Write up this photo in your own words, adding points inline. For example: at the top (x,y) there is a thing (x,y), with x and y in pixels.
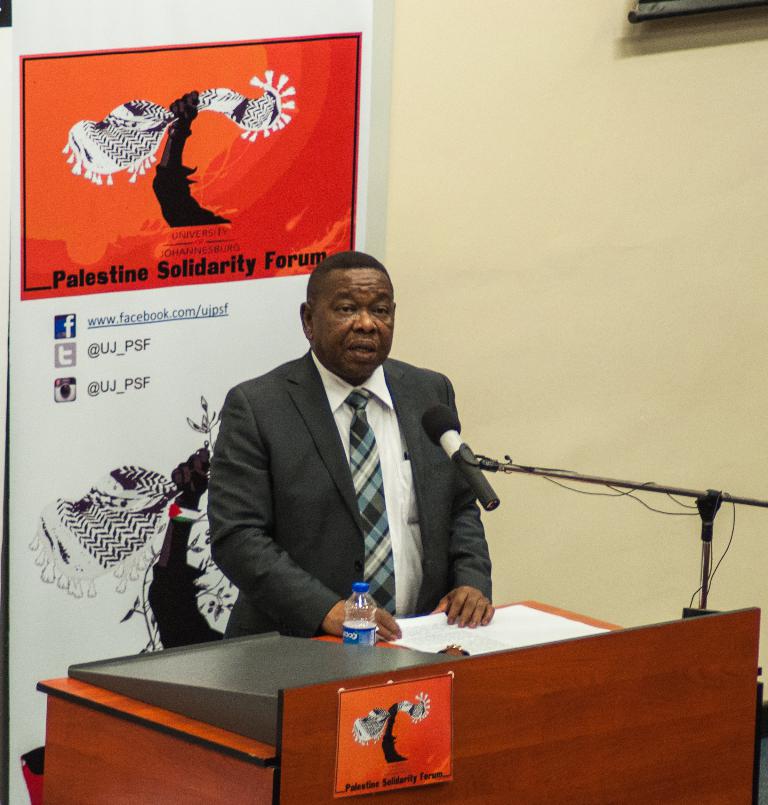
In the center (368,476) we can see one man (286,423) he is speaking something, which we can see on his face (377,353) his mouth (370,345) is open. In front of him there is a microphone (457,455) and some wood table stand (504,732). On table (496,738) there is a water bottle (356,617), and back of them there is a banner (158,250).
